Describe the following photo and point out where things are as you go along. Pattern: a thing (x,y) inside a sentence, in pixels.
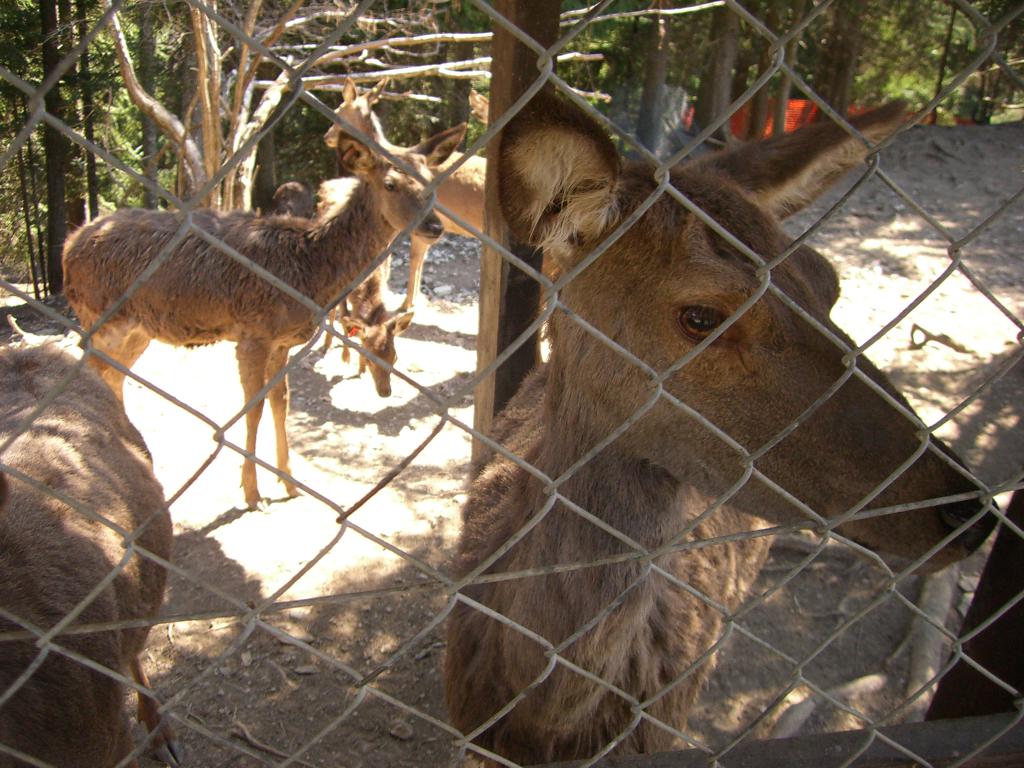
In the given image i can see a animals (287,303) in the cage (289,288) and behind them i can see a trunks (229,178) and trees (270,150).
